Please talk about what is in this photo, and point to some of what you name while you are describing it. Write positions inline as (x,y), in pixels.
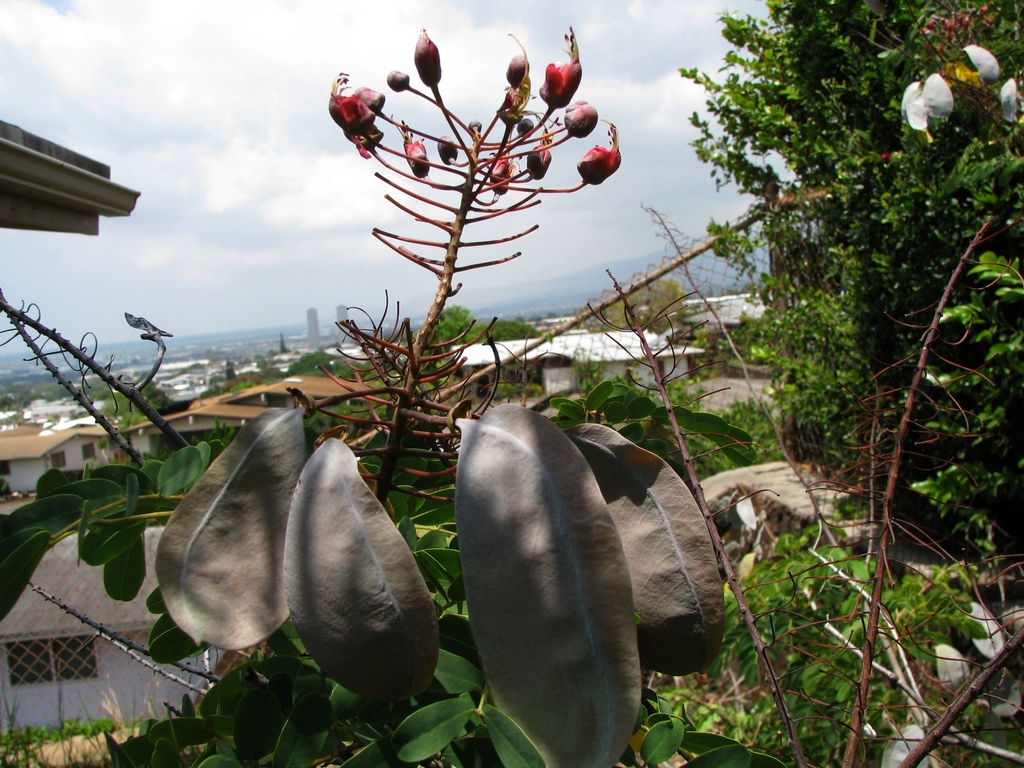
In this image there is a net fencing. There are plants (971,161) with flowers (562,97). There are trees (904,508). There are buildings (192,371). There are clouds (428,276) in the sky (661,190).
